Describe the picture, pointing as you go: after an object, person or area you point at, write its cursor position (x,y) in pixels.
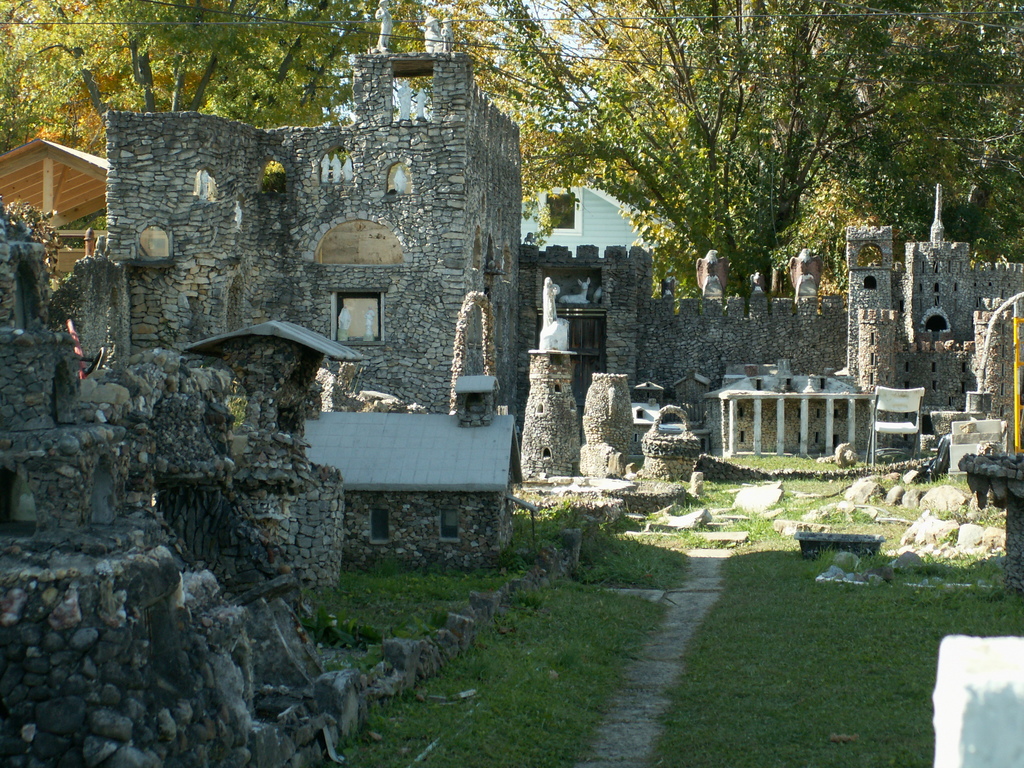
In the picture we can see some historical constructions (144,613) on the grass surface (925,697) and behind it, we can see a shed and behind it, we can see trees (520,87) and behind it, we can see a house (571,249) and top of it we can see a part of the sky (556,41).
